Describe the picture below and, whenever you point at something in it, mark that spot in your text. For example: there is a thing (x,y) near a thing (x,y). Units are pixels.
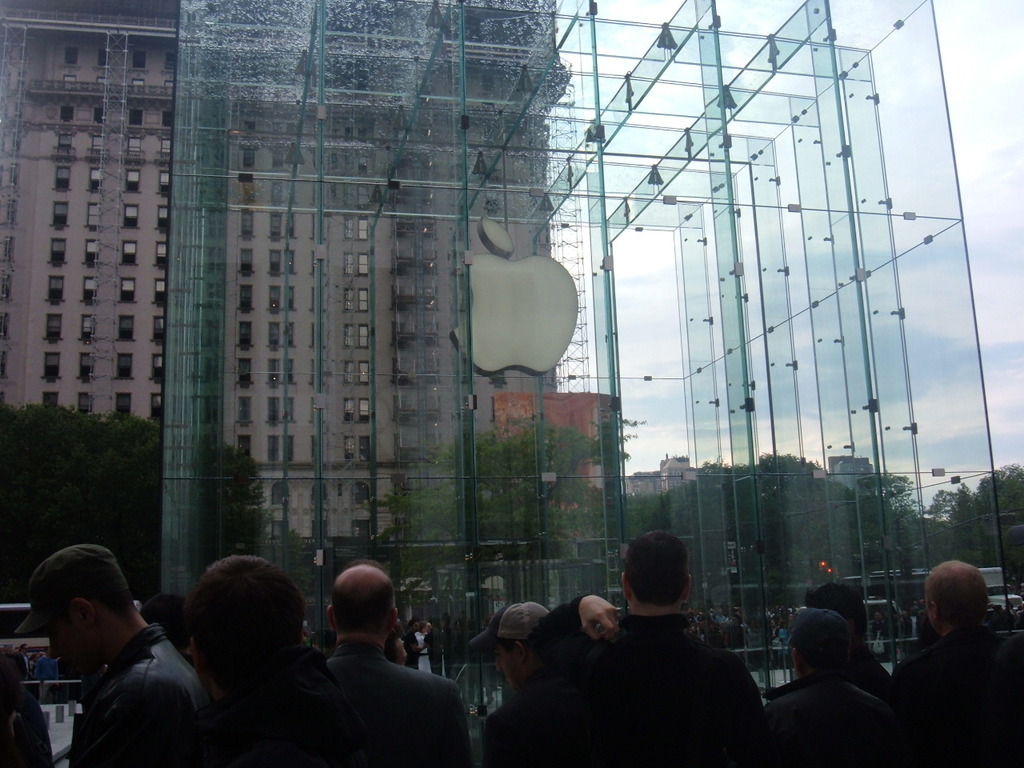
In this image we can see buildings (398,339), glasses (421,276), trees (243,494), people (911,667) standing on the road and sky (703,383) with clouds (703,383).
